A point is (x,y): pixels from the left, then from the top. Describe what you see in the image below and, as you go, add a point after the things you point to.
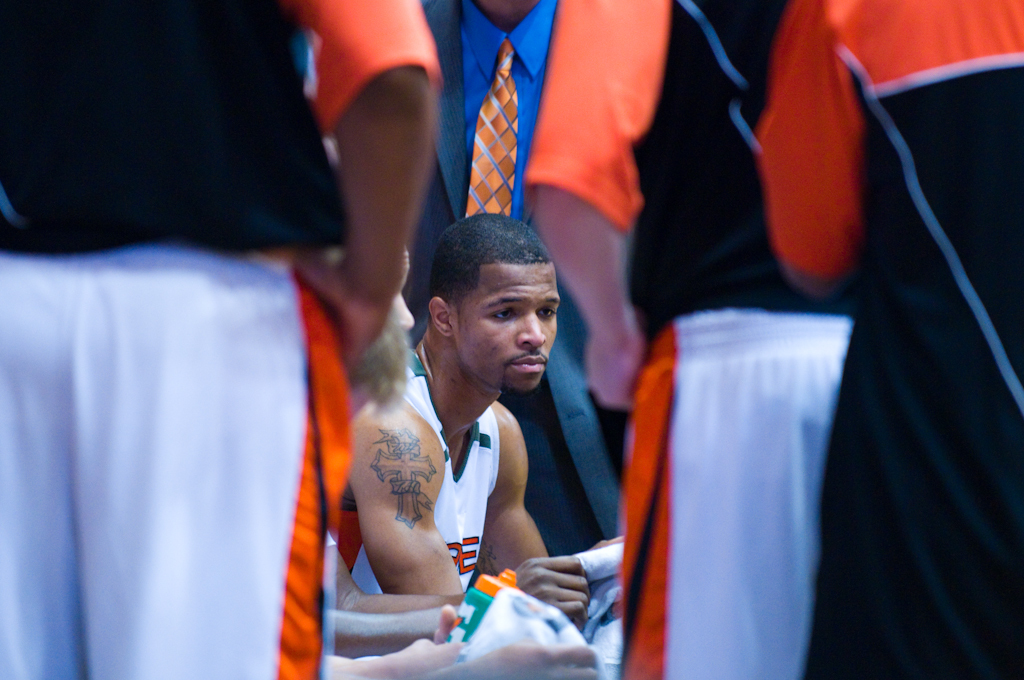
In this image, we can see people (489,213) and are wearing sports dress (417,358) and some are holding objects (502,582) and we can see a person (479,84) wearing a coat (461,107) and a tie (476,178).
